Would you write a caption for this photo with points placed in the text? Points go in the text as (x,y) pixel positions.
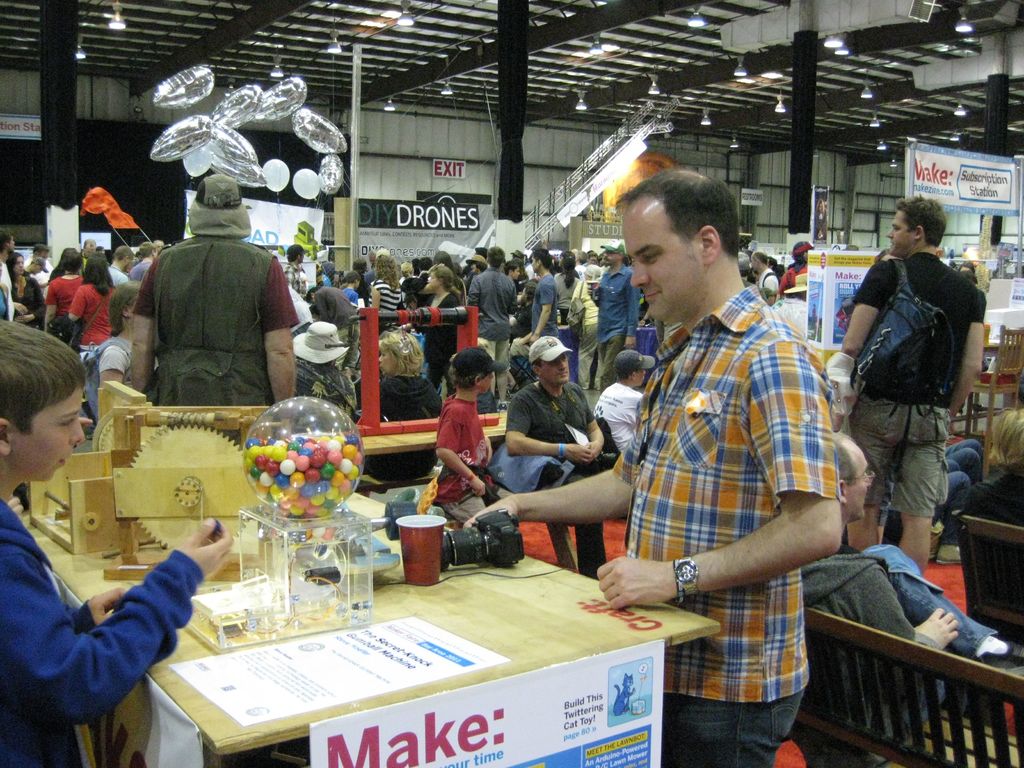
In this image, there are group of people (708,300) standing, walking and sitting on the bench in front of the table (202,643). And on the table (383,595) there is camera (469,552), machines (362,594) and glass (431,525) is kept. On the left of the image (191,102) there are balloons (333,177) hanged to the top (208,67) and lights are hanged to the roof top (558,34). The wall (452,141) is white in color. The image is taken inside a auditorium (59,167).
